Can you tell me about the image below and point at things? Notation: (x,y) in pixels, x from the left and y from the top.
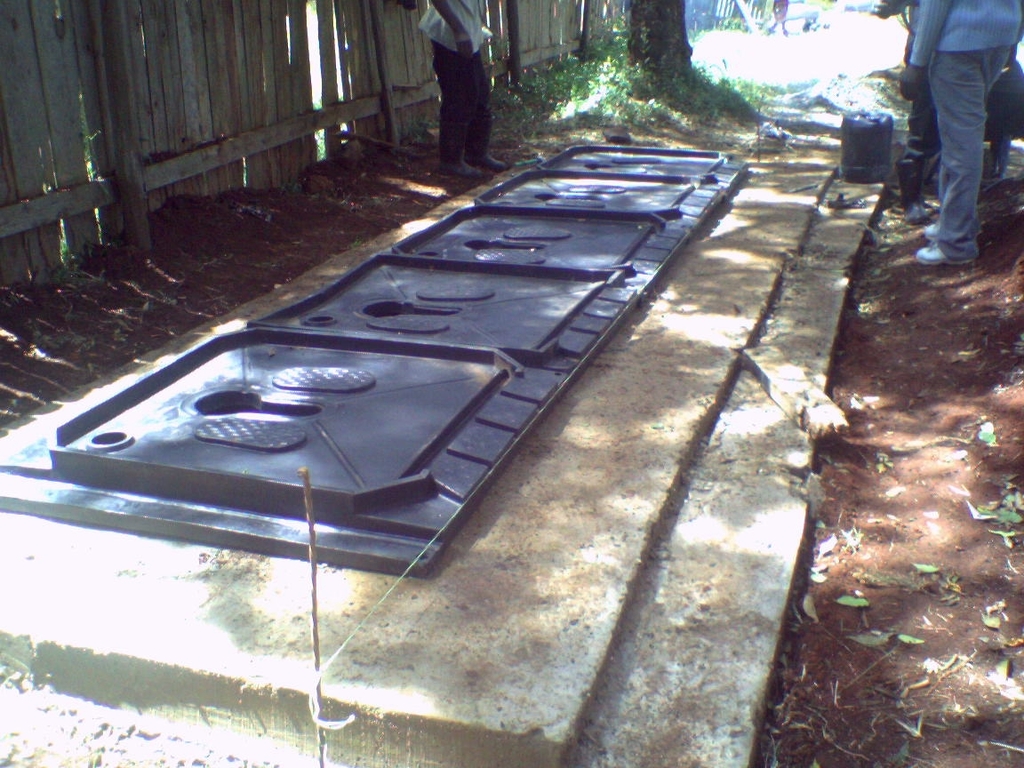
In this picture I can see some persons (994,107) who are standing near to the toilet slabs (426,409) which is on the floor (706,490). On the left (264,77) I can see the wooden partition (18,106). At the top (711,75) I can see trees (660,70), plants (607,89) and grass (610,77).
